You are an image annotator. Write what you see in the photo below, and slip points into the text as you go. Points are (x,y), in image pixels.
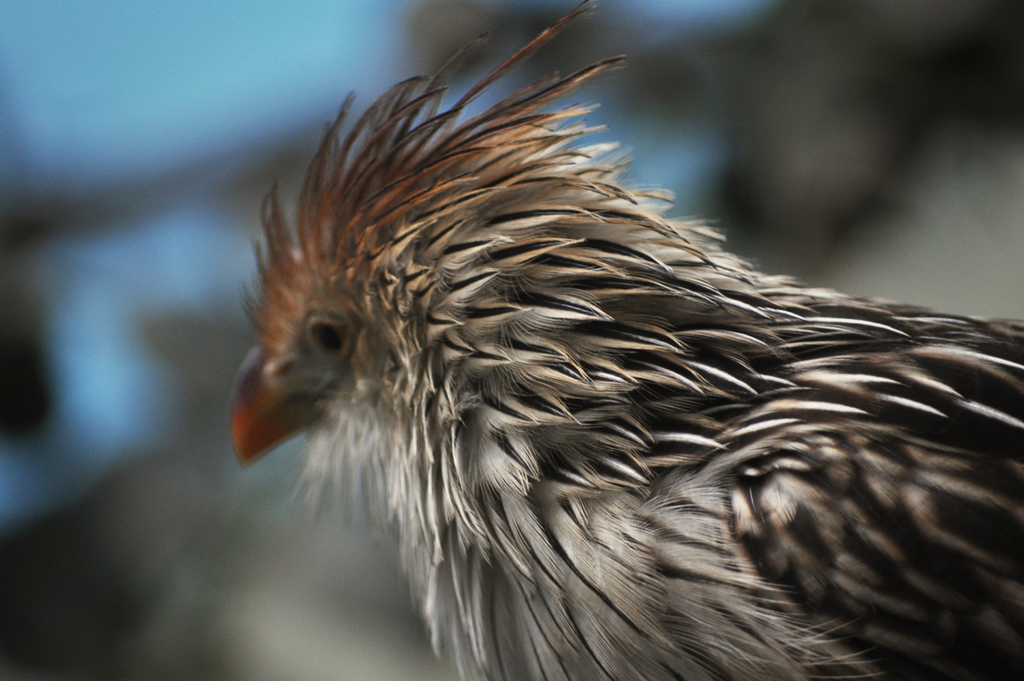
In this picture I can see a bird (511,396).
